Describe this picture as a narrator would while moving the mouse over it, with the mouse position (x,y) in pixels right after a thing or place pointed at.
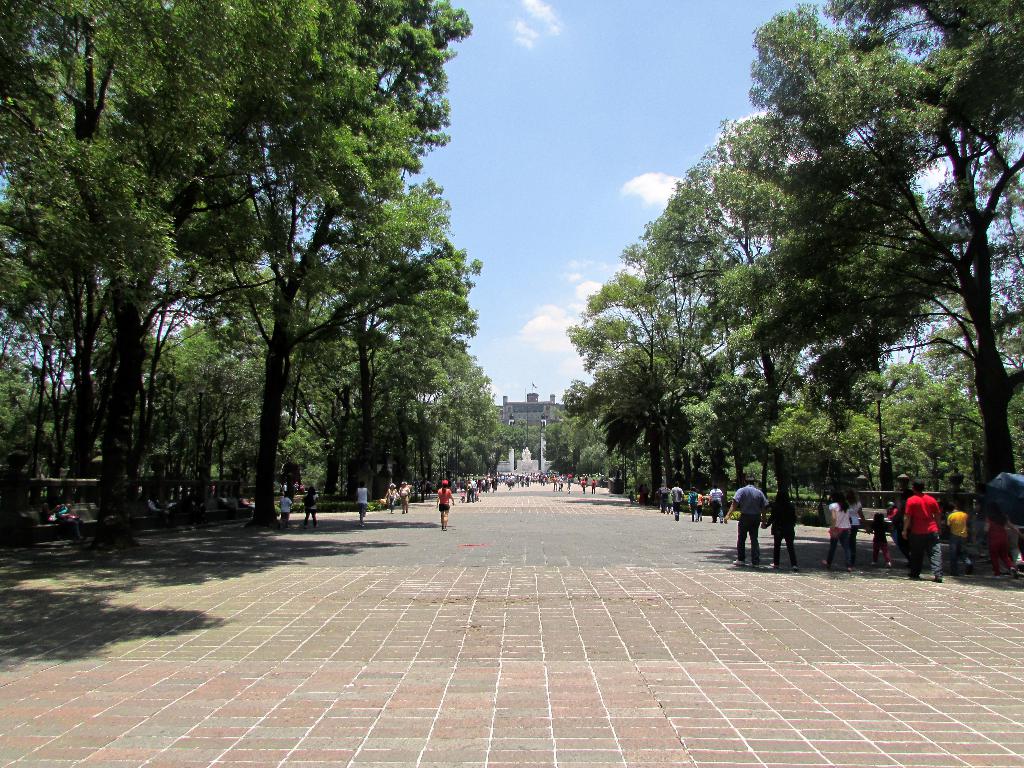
There are persons (1006,564) on the road (669,599). Here we can see trees (257,307) and there is a building (553,419). In the background (586,258) there is sky (599,221) with clouds (540,319).
